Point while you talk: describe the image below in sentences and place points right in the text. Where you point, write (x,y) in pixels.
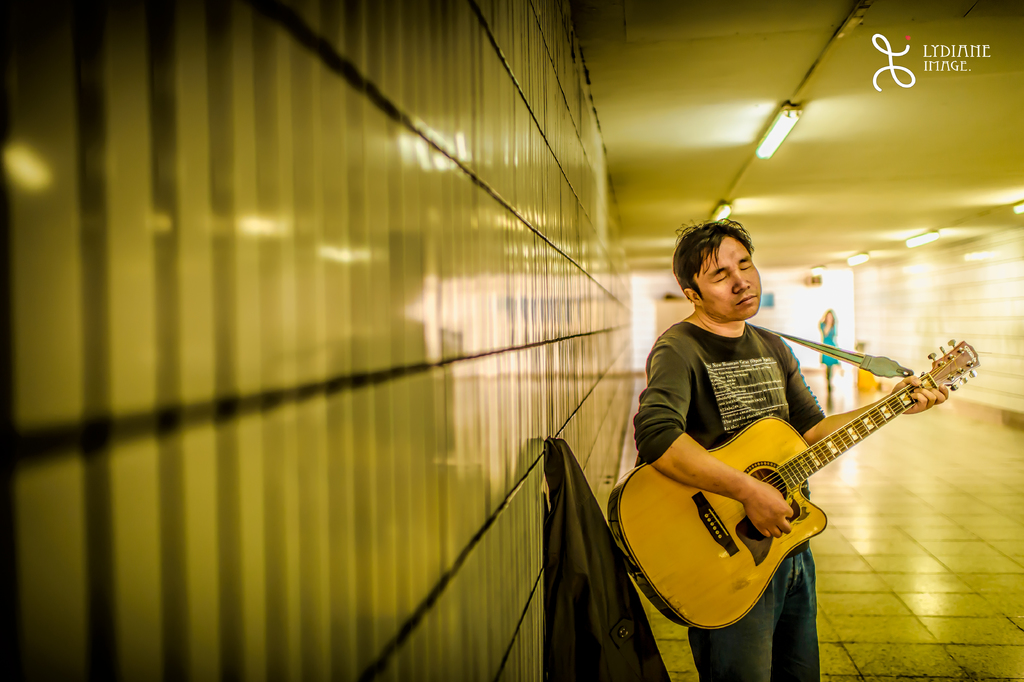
This picture shows a man (706,430) playing a guitar (753,440) and we see a woman (823,331) standing on the back (831,312).
